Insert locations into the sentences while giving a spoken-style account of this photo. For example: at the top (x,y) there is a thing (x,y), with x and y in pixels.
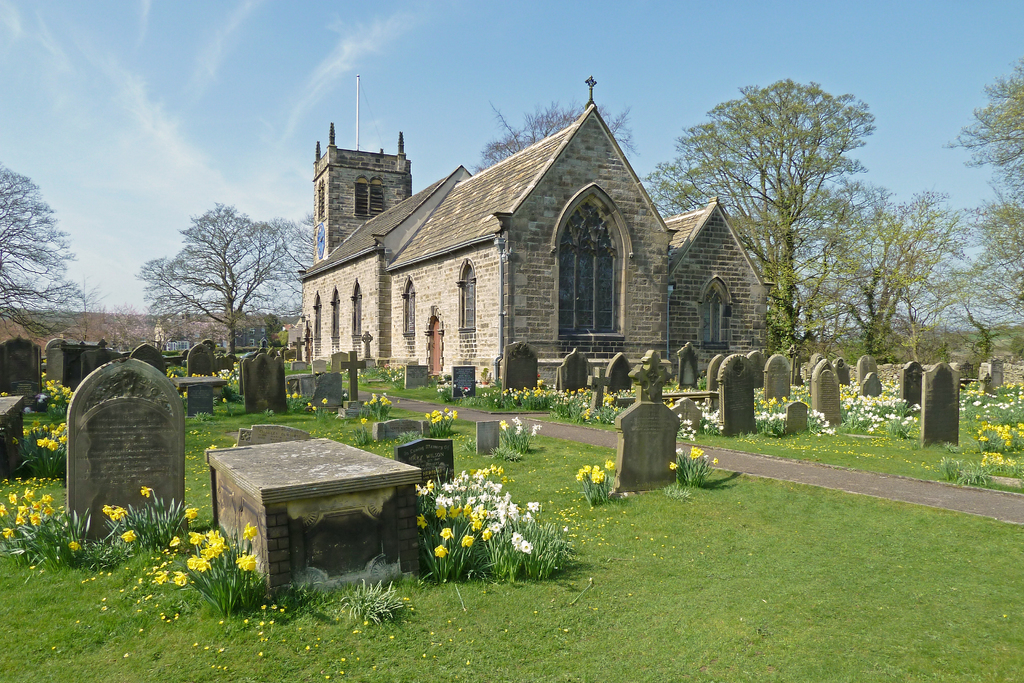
This is a graveyard (330,382). At the bottom of the image (593,633) I can see the grass (706,633) and some flower plants (455,560). On the right side (793,478) there is a road (854,481). In the background (608,236), I can see a building (384,274) and some trees (245,274). On the top of the image (210,76) I can see the sky (146,41).
